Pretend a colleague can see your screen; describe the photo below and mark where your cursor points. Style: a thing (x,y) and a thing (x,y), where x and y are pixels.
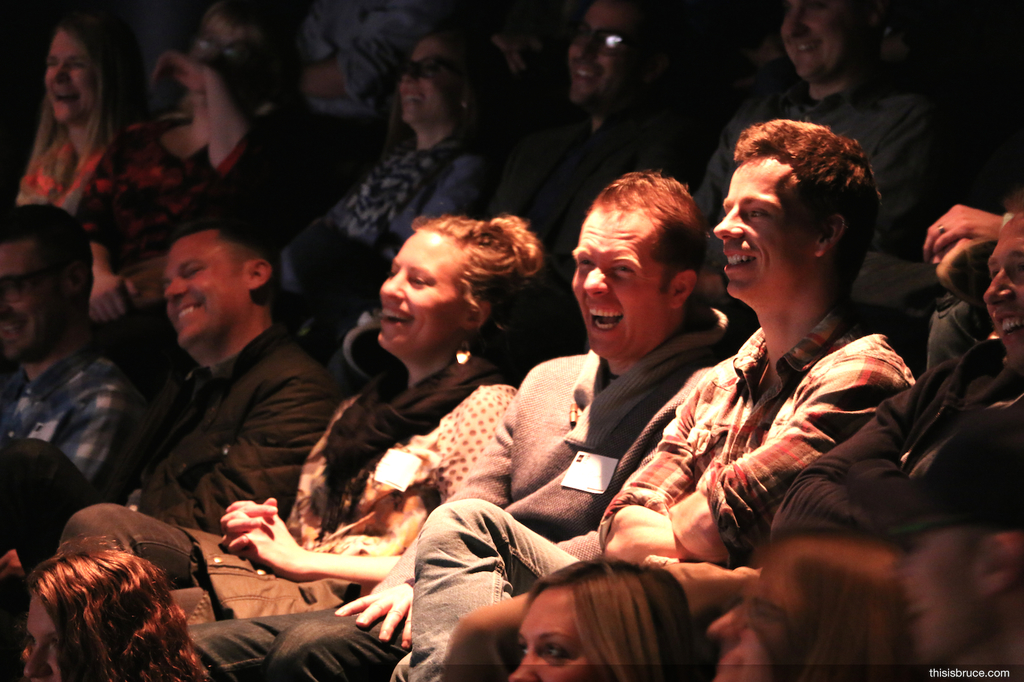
In this image we can see many people (583,292) sitting. There are few cards (387,479) in the image.
